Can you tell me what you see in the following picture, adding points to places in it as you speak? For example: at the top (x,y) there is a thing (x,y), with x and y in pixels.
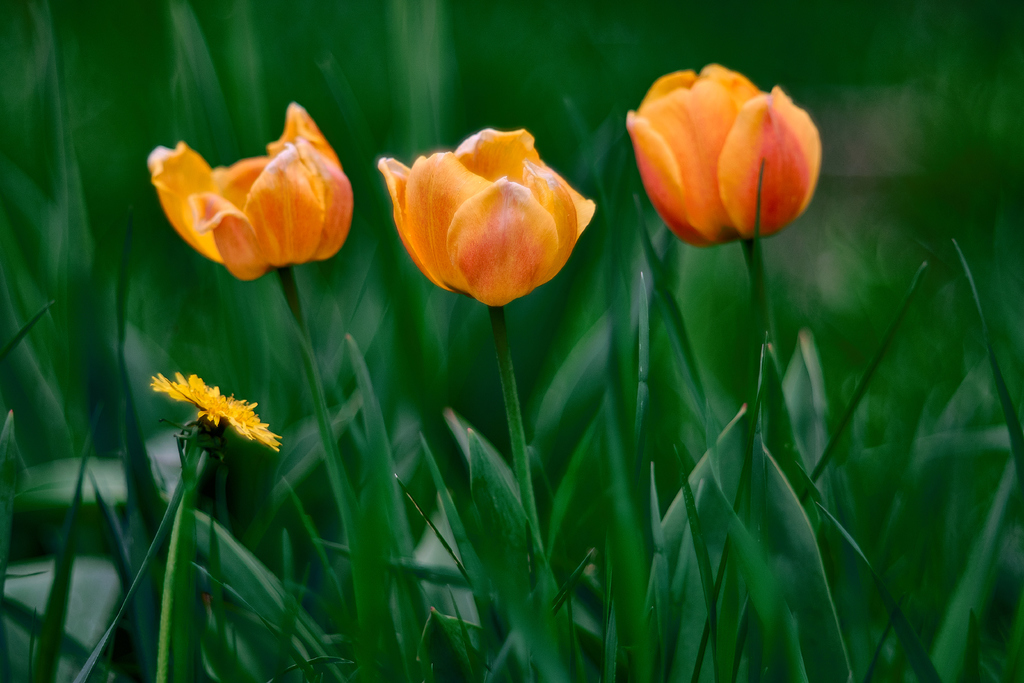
In this picture there are few flowers (479,201) which are in yellow and orange in color and the background (568,420) is greenery (571,467).
